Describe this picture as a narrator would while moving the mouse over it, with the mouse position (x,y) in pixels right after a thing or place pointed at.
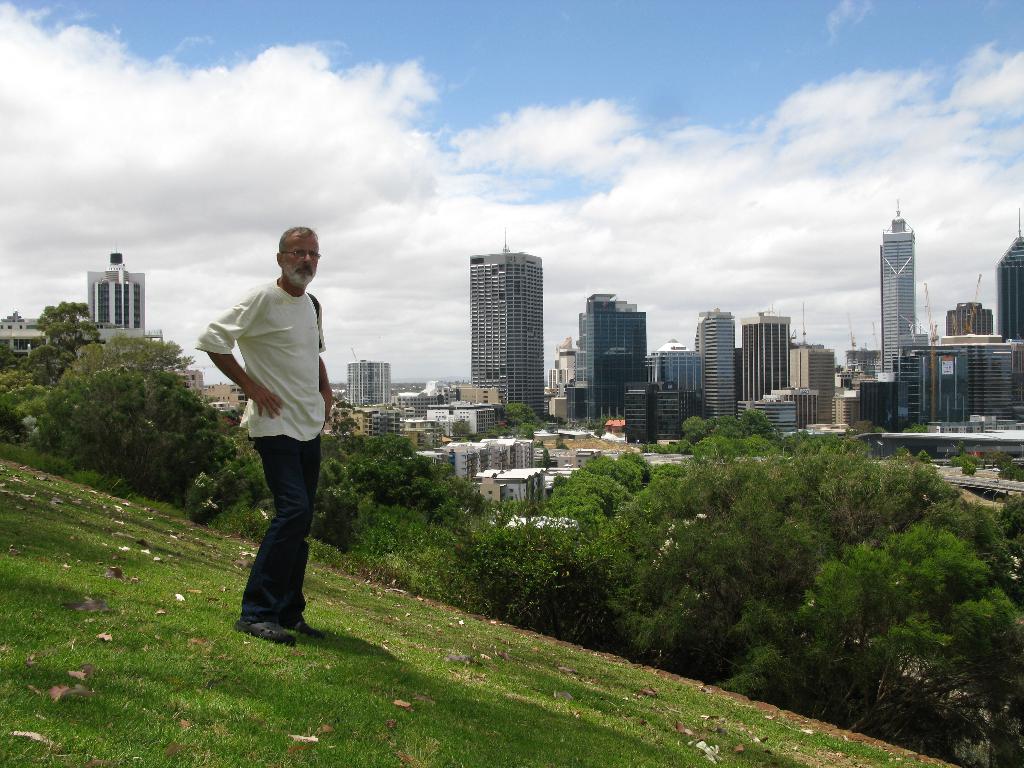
This picture is taken from outside of the city. In this image, on the left side (282,293), we can see a man (273,330) wearing a white color shirt (277,327) is standing on the grass (470,671). On the right side (801,541), we can see some trees (839,482), plants (801,464), building (971,450), towers (908,323). On the left side (48,418), we can see some plants (34,414), trees (48,418), building (6,338). At the top (594,228), we can see a sky (568,330), at the bottom (544,692), we can see a grass (553,701).
